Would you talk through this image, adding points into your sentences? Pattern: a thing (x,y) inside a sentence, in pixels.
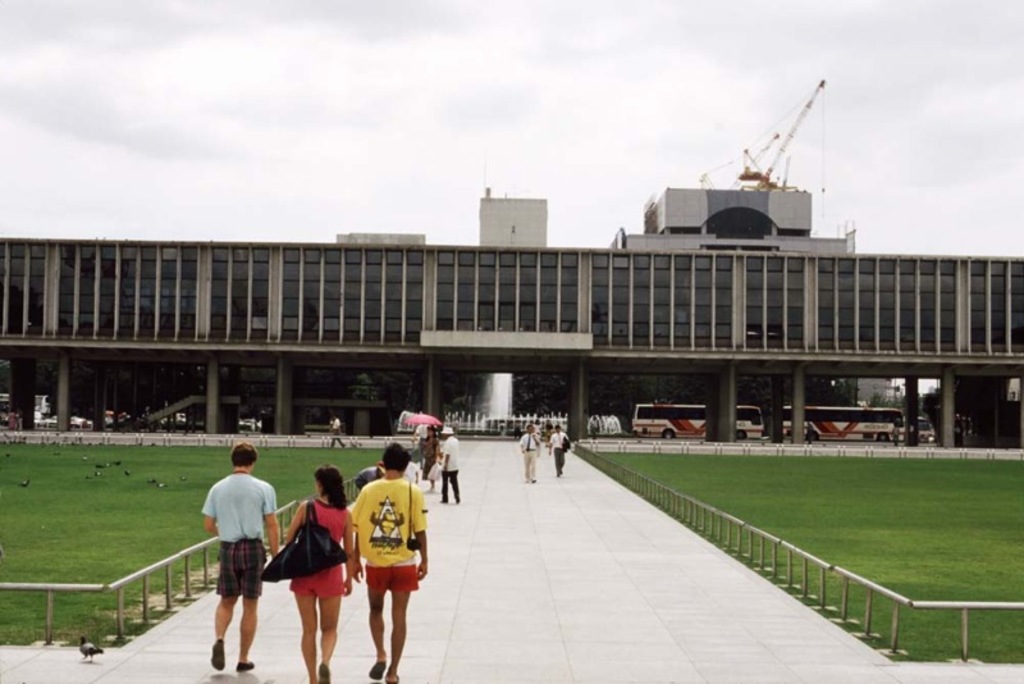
In this image, there are some persons (246,545) wearing clothes (257,537) and walking on the path (568,465). There is a grass (157,521) in the bottom left (112,526) and in the bottom right of the image (882,519). There is a building (520,308) in the middle of the image (533,331). There are vehicles (852,424) under the building (939,437). There is a sky (447,86) at the top of the image (460,48).
